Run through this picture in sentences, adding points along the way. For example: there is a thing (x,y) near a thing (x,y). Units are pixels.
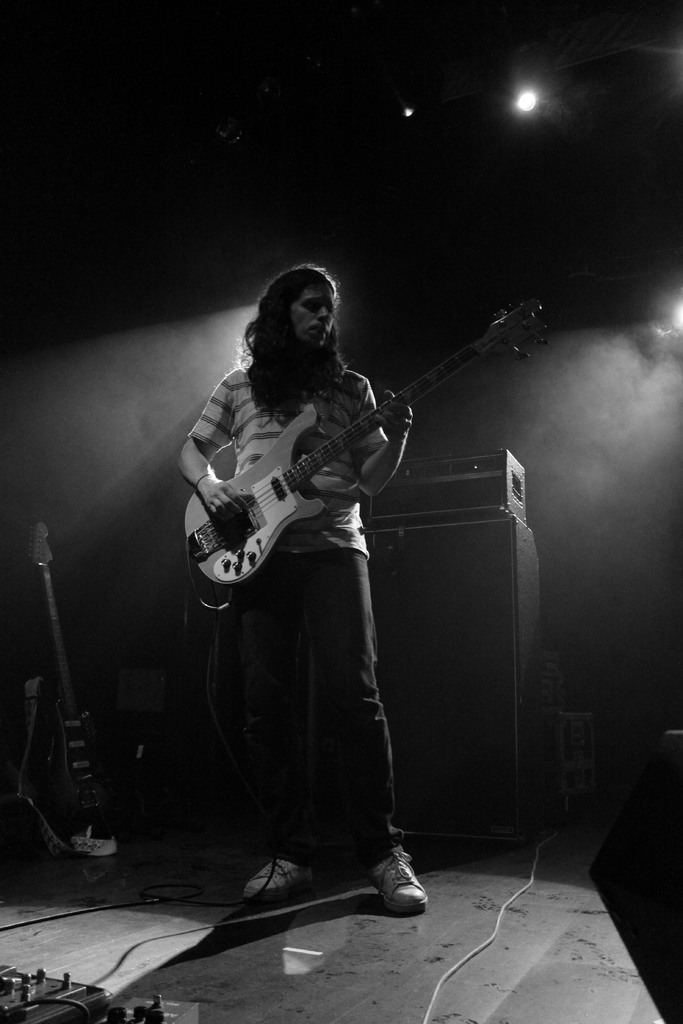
There is a man (380,844) playing guitar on stage (142,839).
